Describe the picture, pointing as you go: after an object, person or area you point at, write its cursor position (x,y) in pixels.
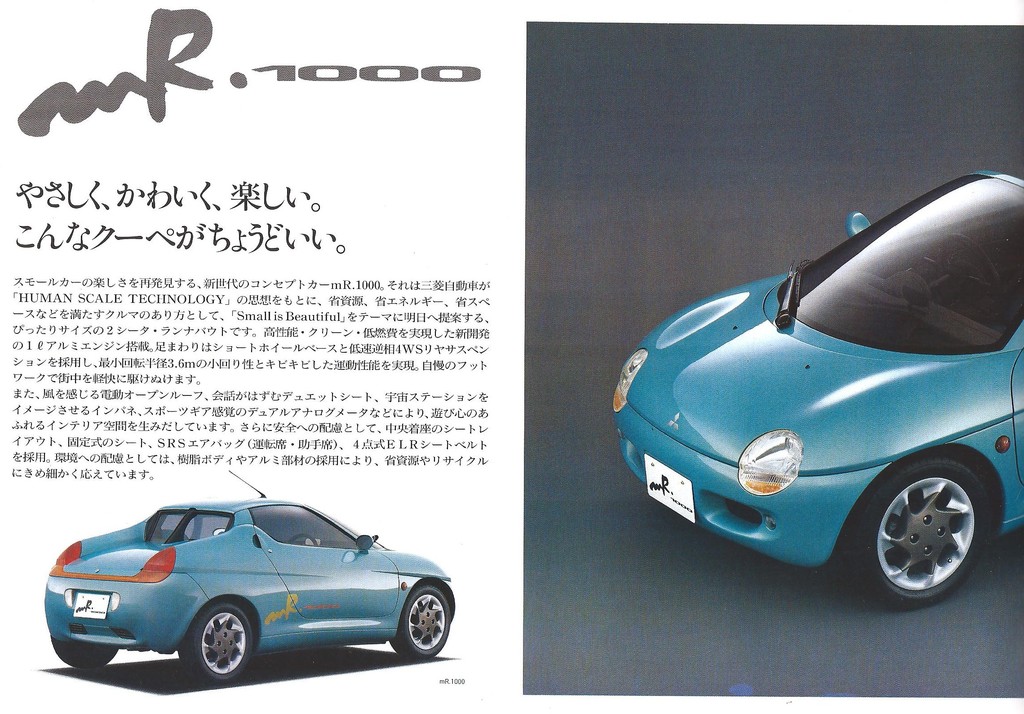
On the left side (182,421) the image we can see some edited text (106,353) here and a car (362,566) which is in blue color. On the right side of the image (823,326) we can see the front view of the car (851,466) which is in the black background.
